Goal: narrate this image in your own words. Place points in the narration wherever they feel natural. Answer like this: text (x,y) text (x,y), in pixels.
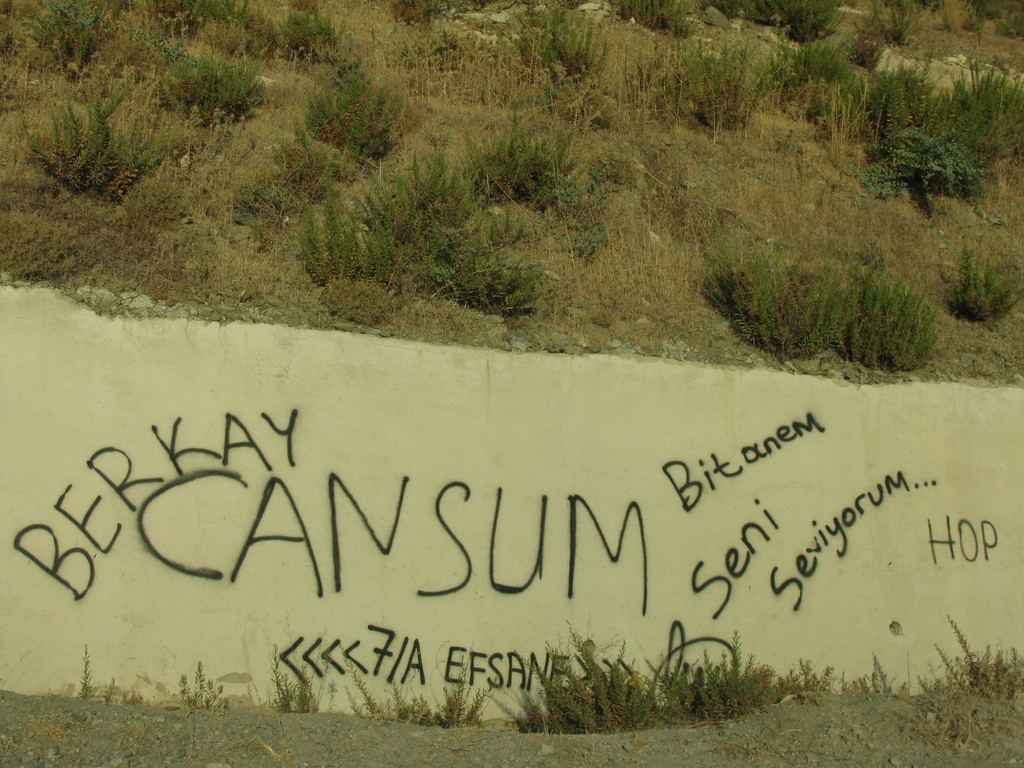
In this image we can see a wall (586,467) on which some text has been written. There are many plants (683,210) at the top most of the image (679,227).
